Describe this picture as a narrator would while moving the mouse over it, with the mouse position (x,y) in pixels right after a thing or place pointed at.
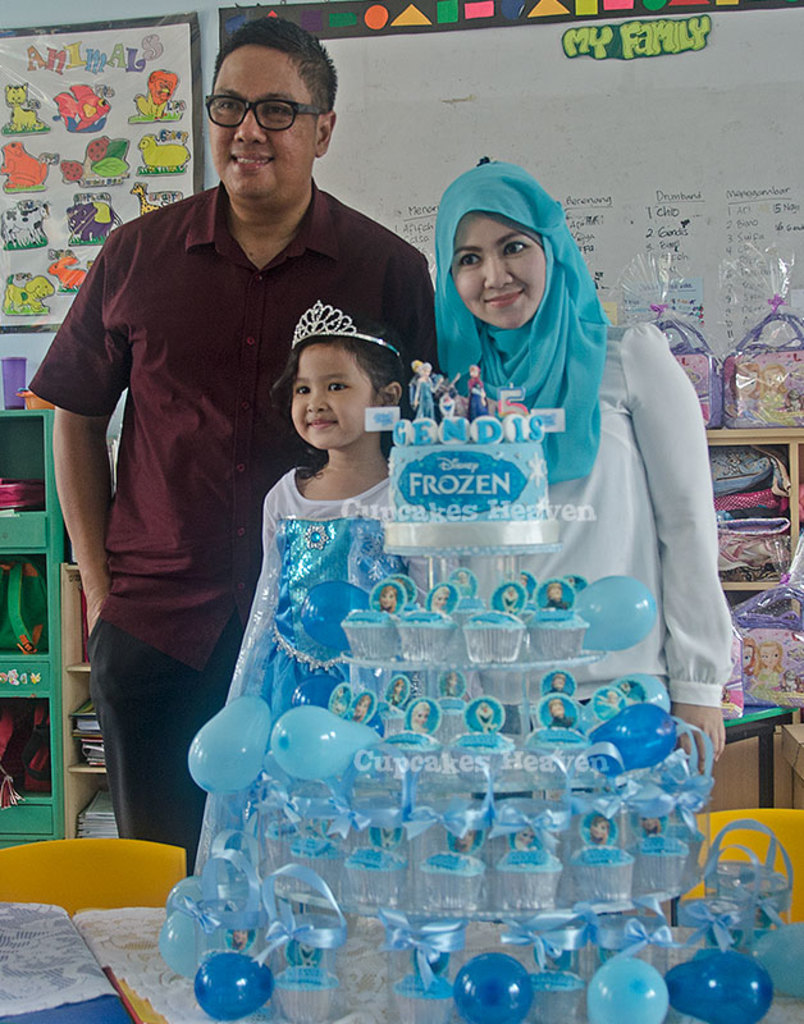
In the image we can see a man (212,274), woman (507,329) and a girl (343,499) standing, they are wearing clothes (565,399) and they are smiling, this man (252,118) is wearing spectacles (236,121). We can even see there are balloons (344,753), chairs (102,907), table (103,931), shelf (722,444) and a poster (134,94).
